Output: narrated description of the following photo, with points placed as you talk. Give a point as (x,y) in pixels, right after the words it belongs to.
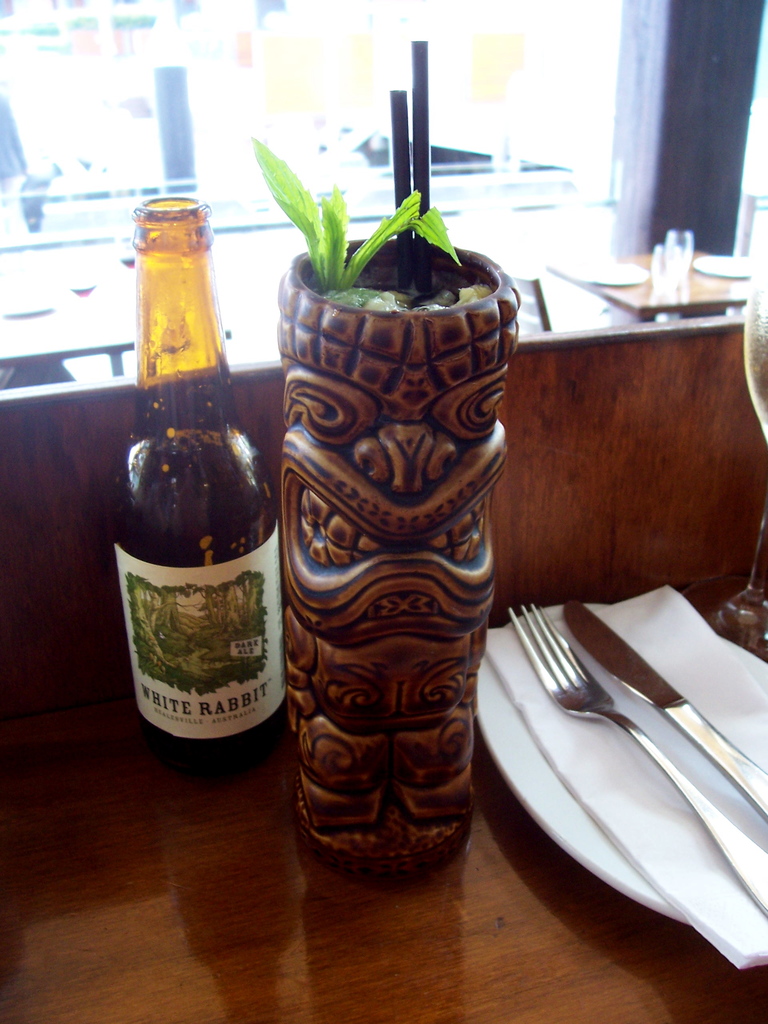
There is a bottle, mug (369,509), plate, tissue (633,843), fork (595,699), knife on a table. In the background (656,291) we can see Table (727,280), glasses (662,282) and a chair (540,305).
